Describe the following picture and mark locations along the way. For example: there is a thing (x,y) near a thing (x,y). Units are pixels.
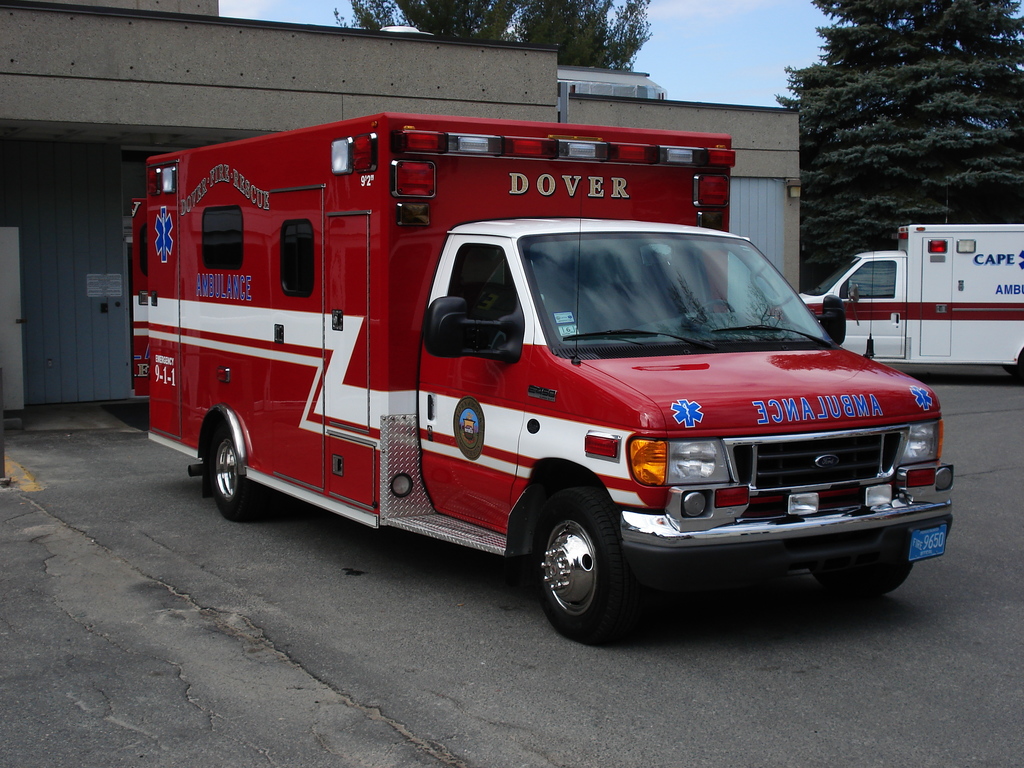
In this image we can see motor vehicles (713,397) on the road (309,580), buildings (126,63), trees (630,43) and sky (656,45) with clouds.
